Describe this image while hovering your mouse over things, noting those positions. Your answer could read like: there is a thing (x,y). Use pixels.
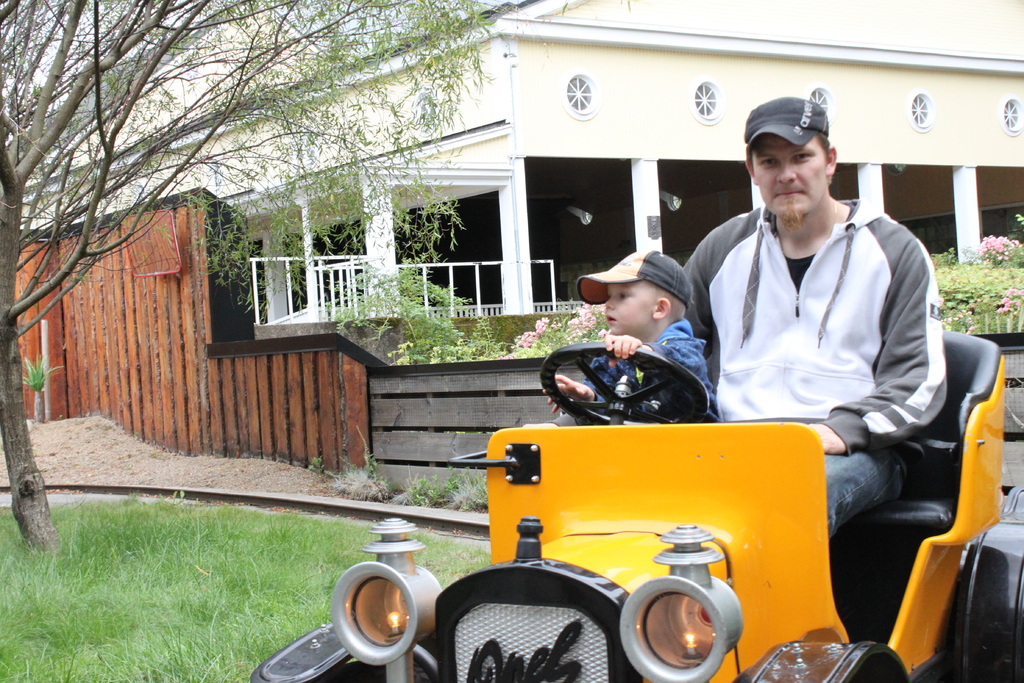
In this image I can see a person (799,298) wearing grey and white jacket (848,333), blue jeans (875,486) and black hat (803,137) is sitting on a vehicle (799,466) which is yellow and black in color. I can see a kid (677,338) wearing blue dress (681,332) is also on the vehicle (698,386). I can see some grass (93,568), a tree (142,21), the wooden wall (225,382), few plants (592,305) and few flowers (1007,250) which are pink in color. In the background (583,250) I can see the building (624,177) and the sky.
